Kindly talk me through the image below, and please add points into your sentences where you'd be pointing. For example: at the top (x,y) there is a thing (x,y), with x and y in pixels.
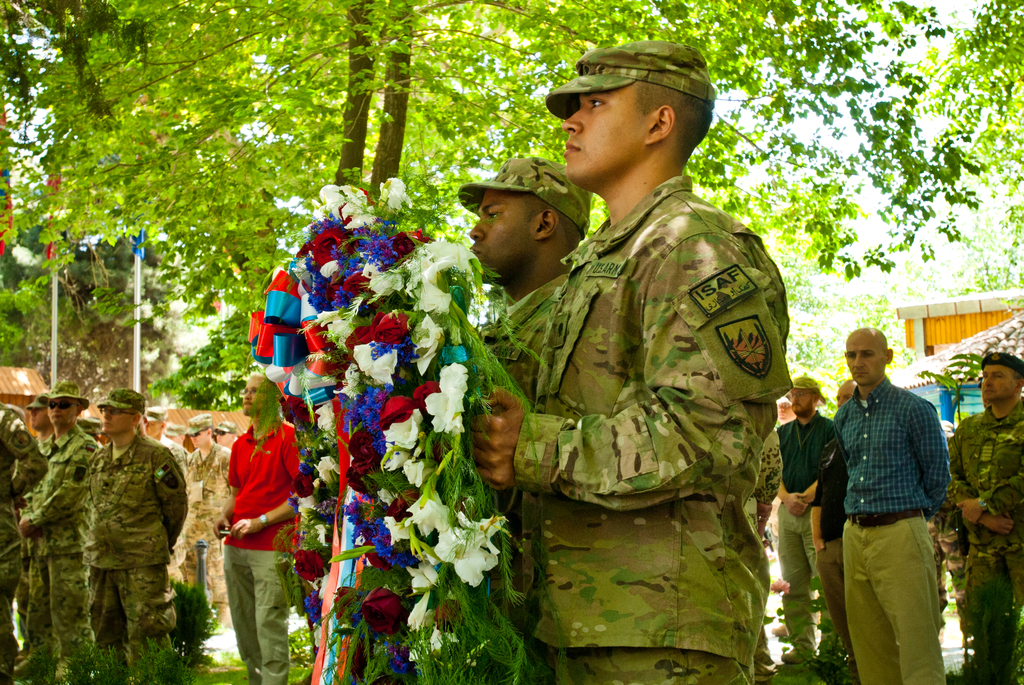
In this picture there are people (276,469) standing, among them there's a man (646,195) holding a bouquet (352,585). We can see plants (1003,619), houses (921,317), rooftops (933,311), grass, trees (22,334) and flagpoles (56,353). In the background of the image (890,47) we can see the sky (880,60).
